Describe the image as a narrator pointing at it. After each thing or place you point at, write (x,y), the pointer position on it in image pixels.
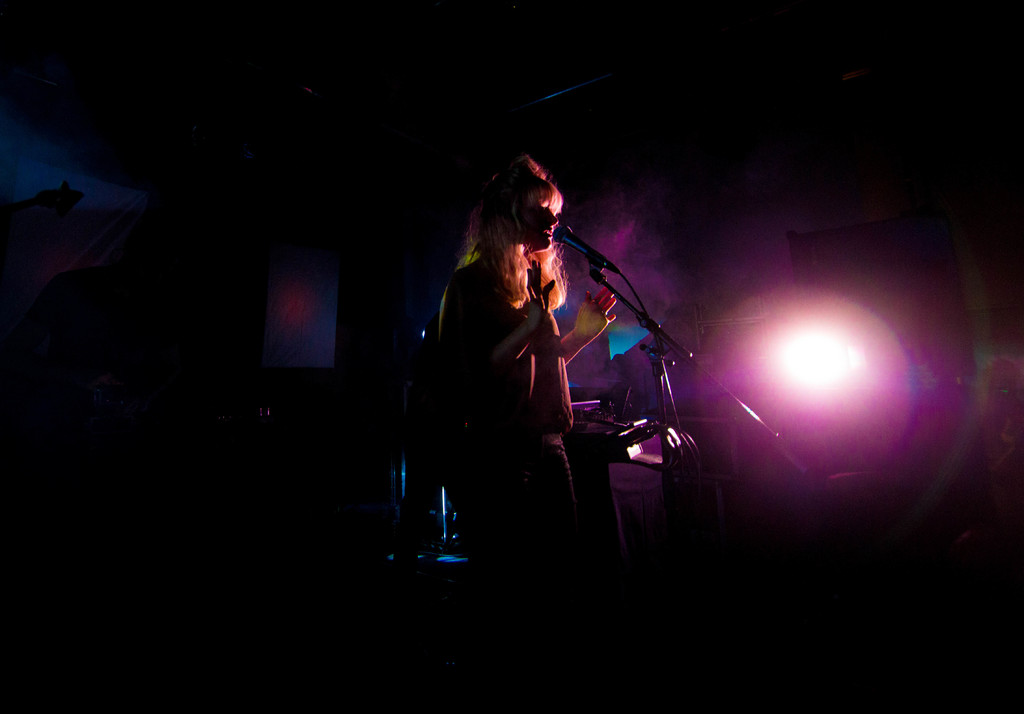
In this picture there is a girl (513,476) singing and in front of her there is a mike (604,266). At the right side of the image (831,384) there is a light (818,352) passing through out the room (829,386).
